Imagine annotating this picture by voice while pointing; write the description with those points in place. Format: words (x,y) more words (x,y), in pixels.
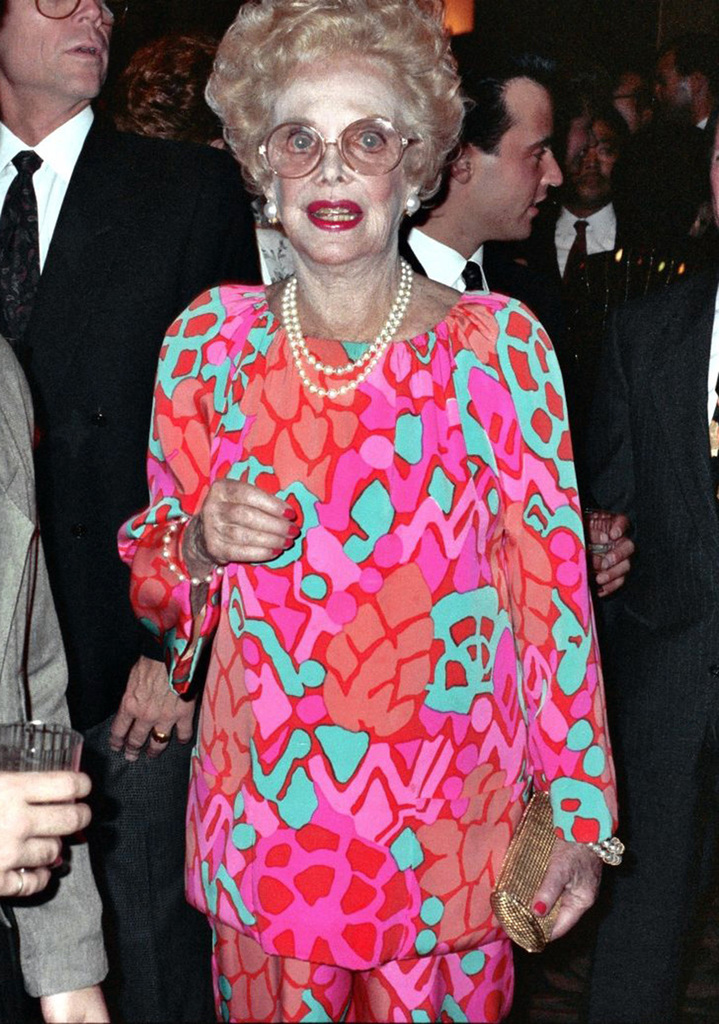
In this image we can see some people (320,683) standing. In that a woman (372,855) is holding a purse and a man (80,892) is holding a glass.
